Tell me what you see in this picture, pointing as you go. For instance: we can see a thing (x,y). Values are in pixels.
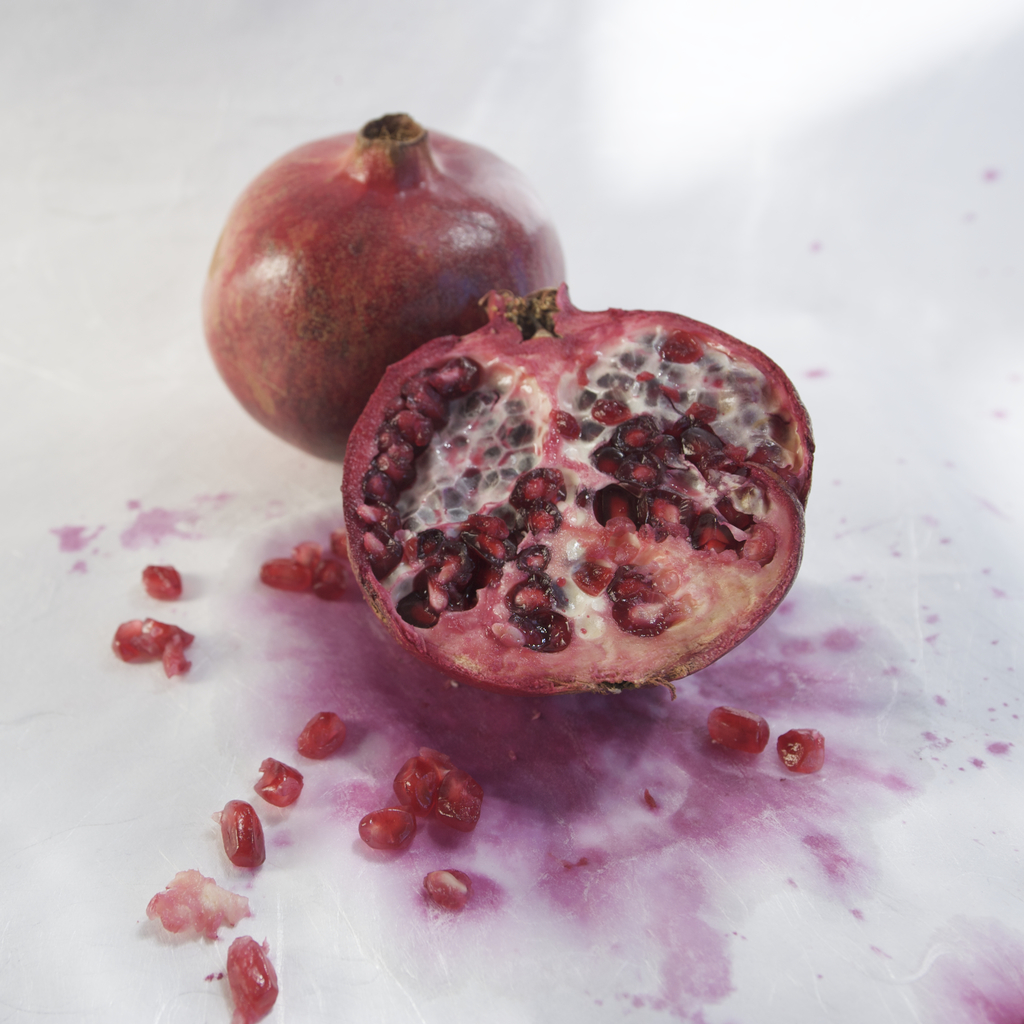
In this picture we can see a pomegranate (245,399), sliced piece of a pomegranate (622,610) and pomegranate seeds (711,718).
